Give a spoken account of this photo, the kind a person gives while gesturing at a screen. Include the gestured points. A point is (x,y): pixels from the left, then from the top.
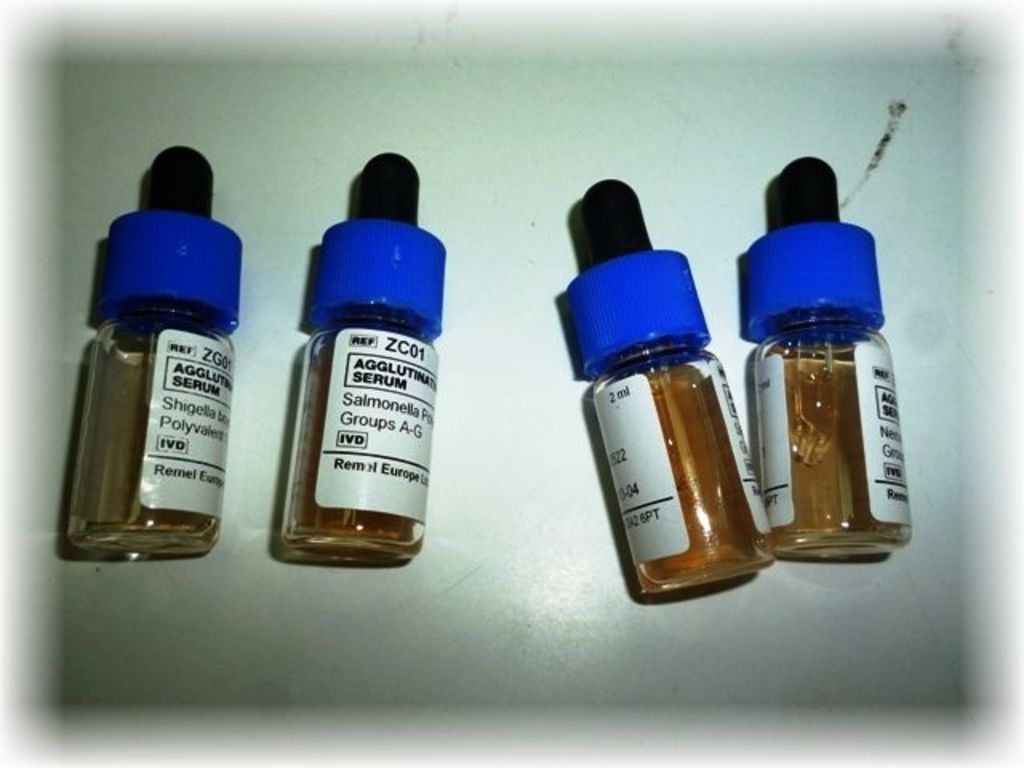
As we can see in the image there are four bottles (395,389). On the top of the bottle (188,193) it's like a dropper (198,174).
